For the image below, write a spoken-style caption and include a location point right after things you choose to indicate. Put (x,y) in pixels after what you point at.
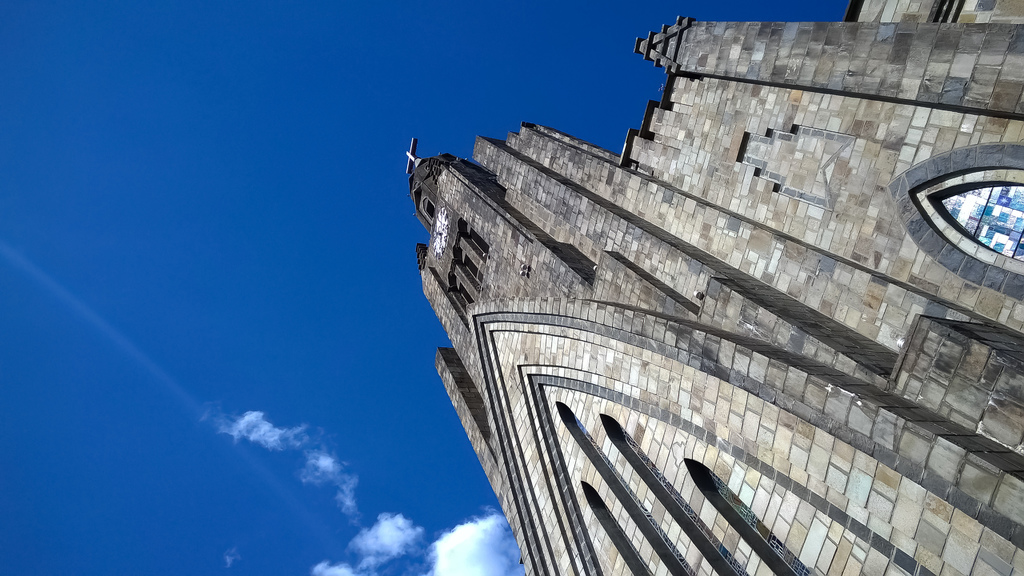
In this picture I can see a building (575,182) in front (948,559) and in the background (314,242) I can see the clear sky (263,345).
